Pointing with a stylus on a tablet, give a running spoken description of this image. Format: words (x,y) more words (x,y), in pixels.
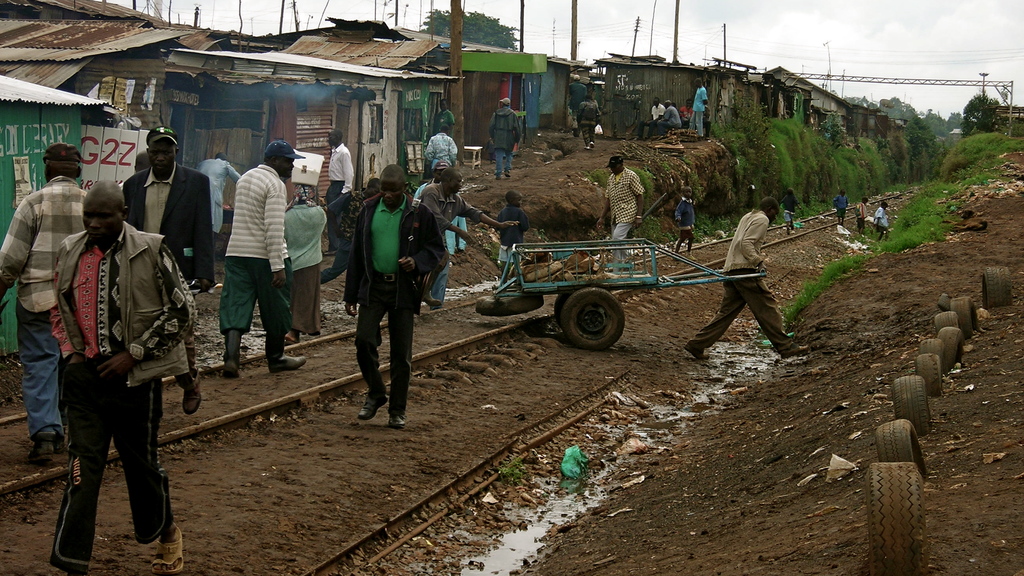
In this image we can see a railway track (449,320). There are people (193,372) walking on the track (422,363). There is a cart (709,273). There are small huts (684,96) in the background of the image (370,73). There are electric poles (460,118). To the right side of the image (996,283) there are tyres (882,547). There is grass (828,264).
